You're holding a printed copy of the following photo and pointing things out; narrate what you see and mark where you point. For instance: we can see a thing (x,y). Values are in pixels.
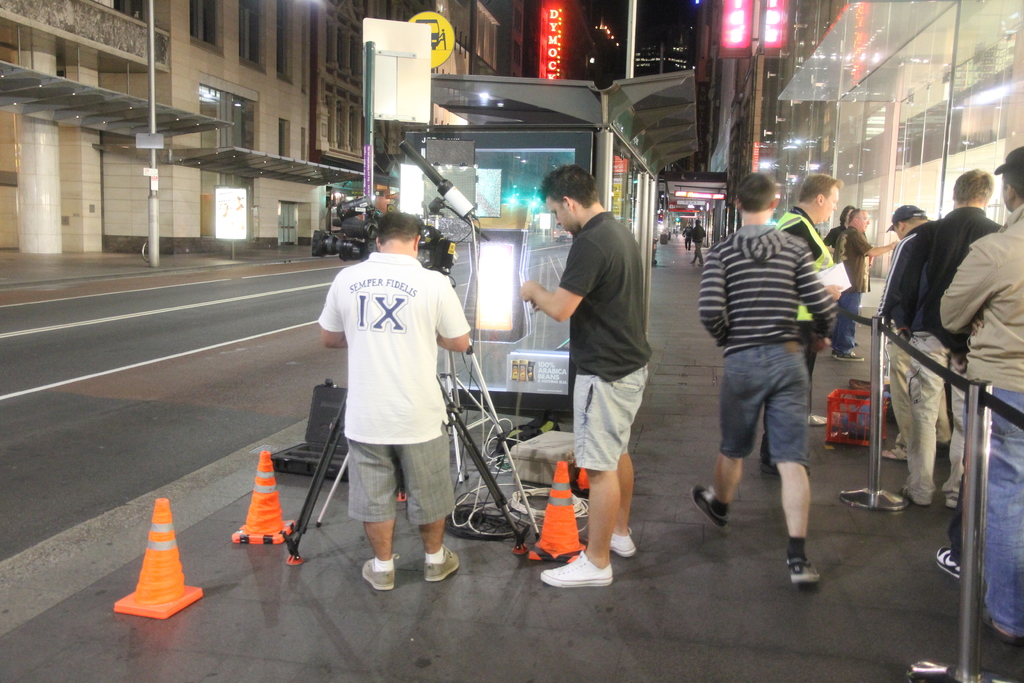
Here in this picture we can see number of people (939,276) standing and walking on the road (350,562) and in the front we can see a video camera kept on a tripod (518,533) and we can also see lights (489,258) present and beside that we can see a shed (651,130) present and on the right side (970,387) we can see a queue manager (978,387) present on the road (840,506) and on either side of it we can see buildings (224,154) present and we can also see hoardings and we can see light posts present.
